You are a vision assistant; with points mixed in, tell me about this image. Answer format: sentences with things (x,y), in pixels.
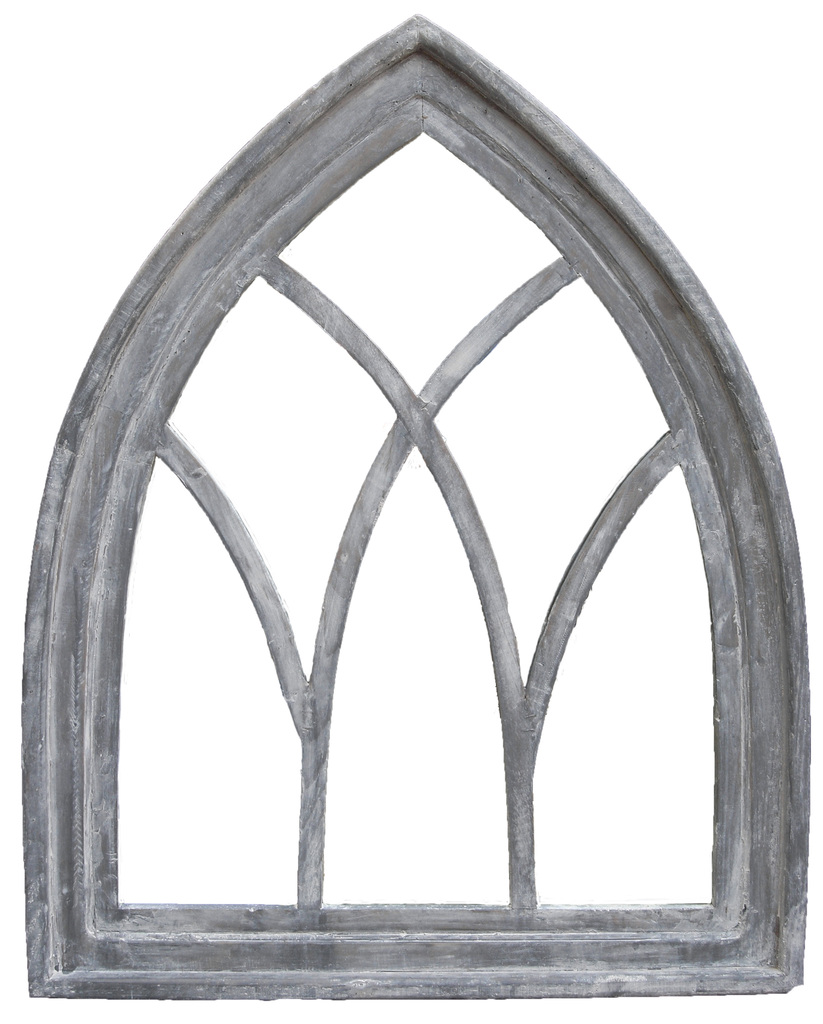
In this image there is a photo of an object (779,809).
